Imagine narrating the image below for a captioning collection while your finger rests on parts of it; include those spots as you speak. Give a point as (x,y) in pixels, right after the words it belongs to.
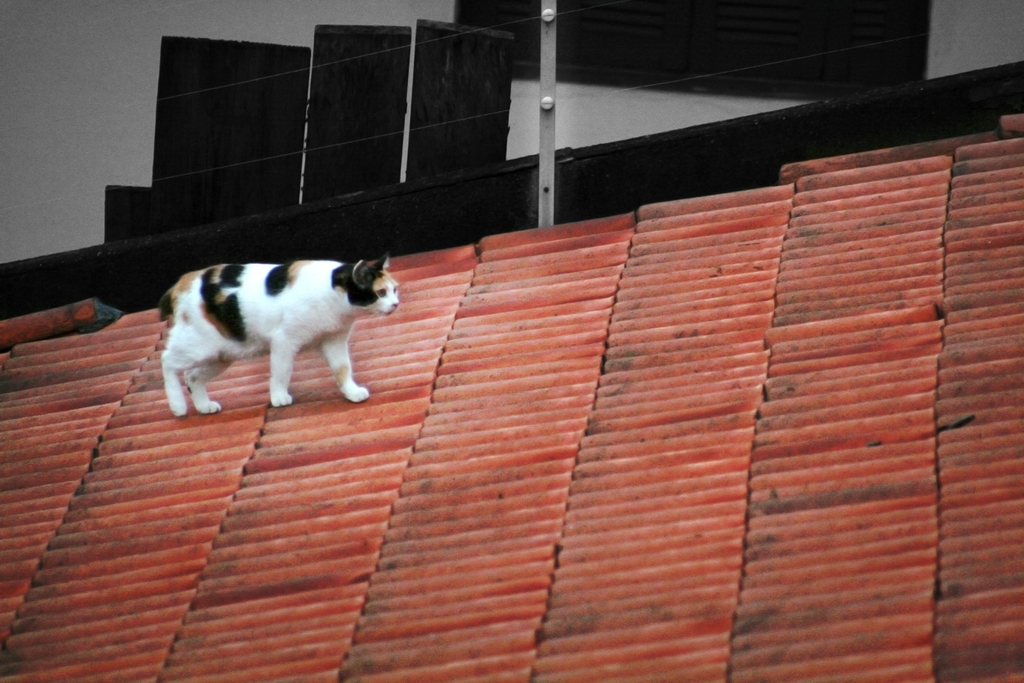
In this image I can see the cat (364,292) and the cat (338,271) is in white and black color and I can also see the shed (632,392). In the background (644,121) I can see the wall (560,116) in white color and I can see few wooden objects (268,99).
